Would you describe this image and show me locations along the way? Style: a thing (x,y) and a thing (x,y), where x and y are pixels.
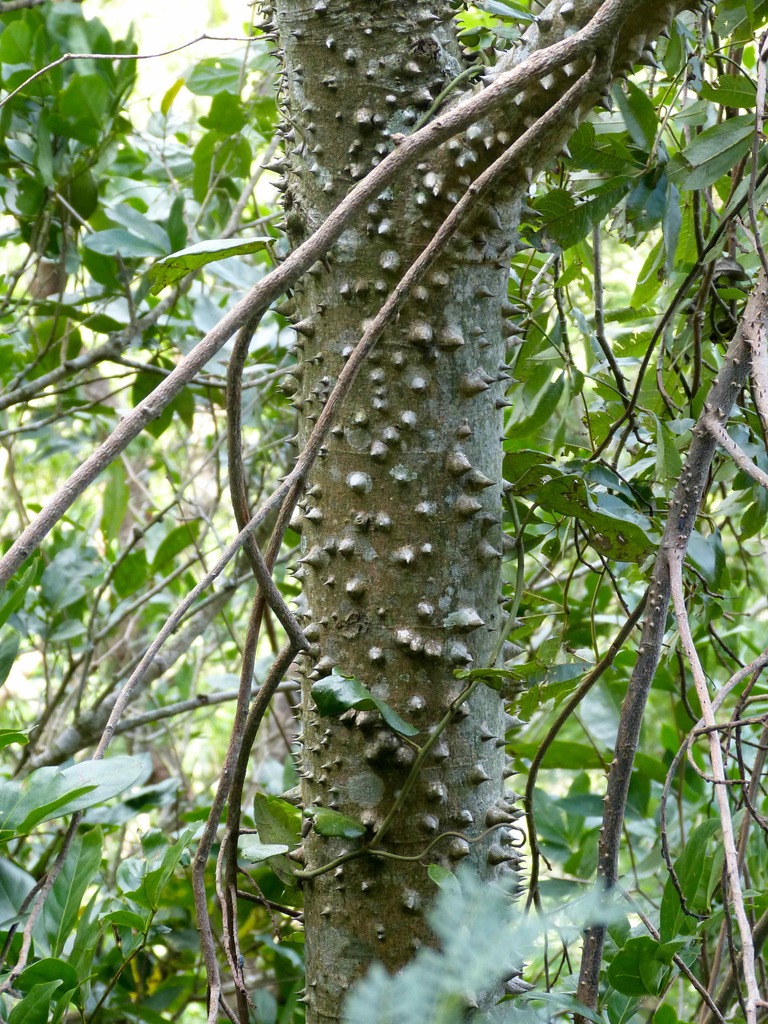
In the center of the image (331,600) there is a tree trunk (495,270). There are leaves (283,1016).
